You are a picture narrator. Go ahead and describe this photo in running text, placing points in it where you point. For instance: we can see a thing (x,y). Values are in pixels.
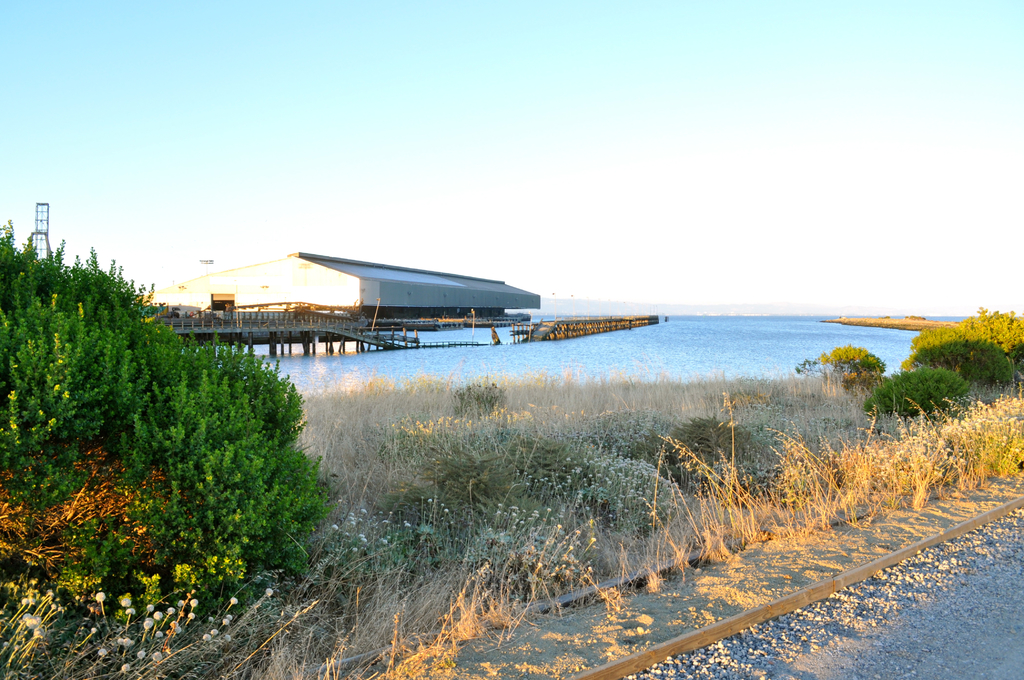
In this image at the bottom (86,454) there are grass (551,435), bushes (130,489), path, in the middle (402,345) there is water (828,334), bridge (575,318), house (203,291), at the top (400,166) there is the sky (487,142).
